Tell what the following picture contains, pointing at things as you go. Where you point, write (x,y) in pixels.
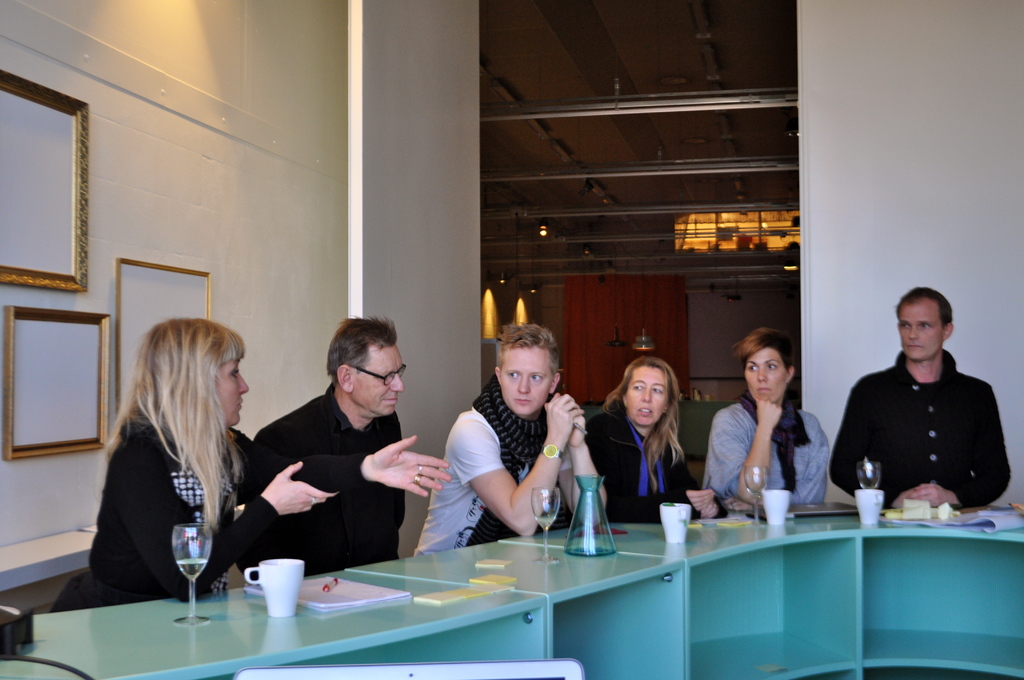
In this image we can see this people (934,419) are sitting on the chairs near the table (237,610). We can see glasses (194,590), cups (281,580), laptop (847,510) and book (362,593) on the table (357,610). In the background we can see photo frames (164,312) on the wall (268,208).
